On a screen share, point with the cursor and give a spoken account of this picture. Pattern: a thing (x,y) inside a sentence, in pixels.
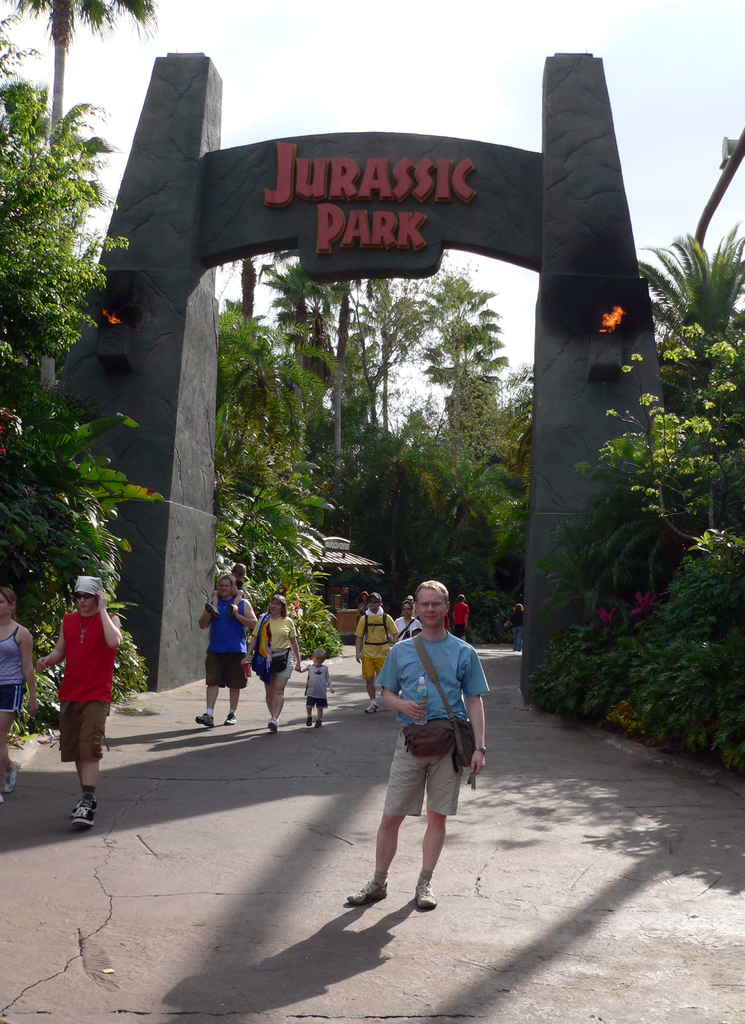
In the picture we can see the arch (562,500) with the name Jurassic park and from it we can see some people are walking and coming and on the both the sides of the arch (196,220) we can see the trees (353,465) and in the background (96,220) we can see the sky (356,92).
